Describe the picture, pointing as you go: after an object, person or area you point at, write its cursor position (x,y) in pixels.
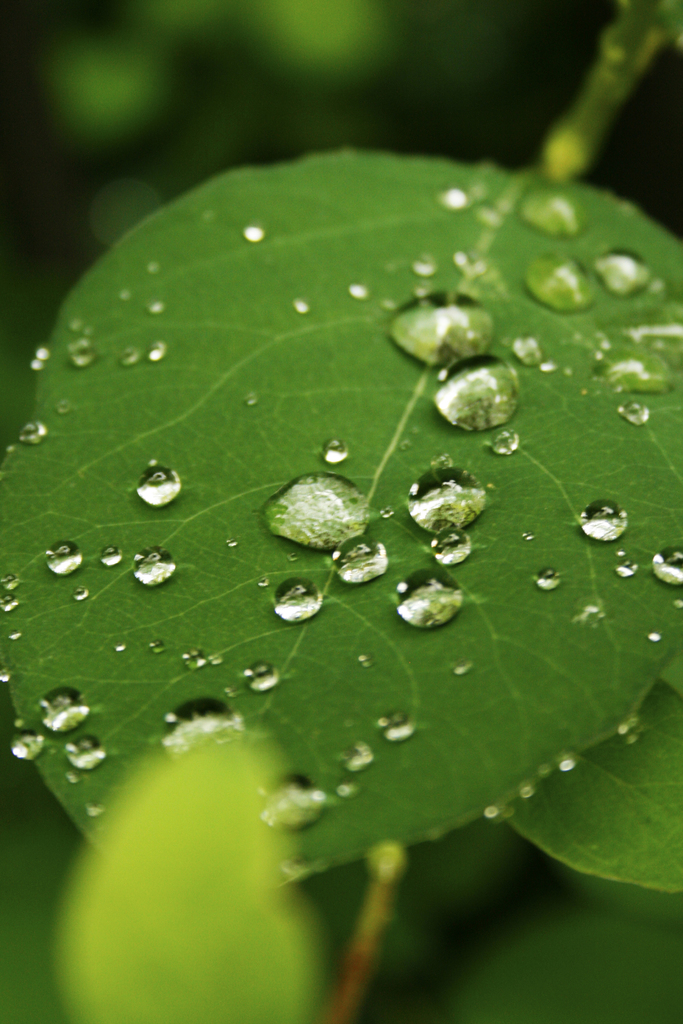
In this image we can see a leaf (562,462) with water drops (353,578).
